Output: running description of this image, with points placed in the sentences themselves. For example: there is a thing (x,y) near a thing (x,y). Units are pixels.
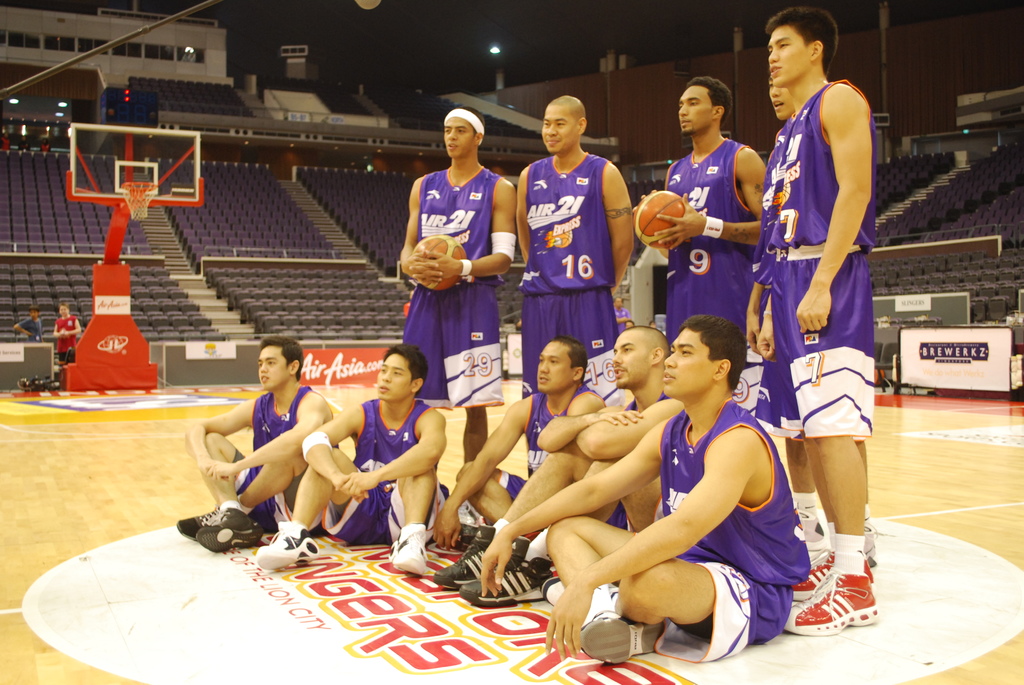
In this image there are group of persons (543,466) sitting and standing. In the background (51,203) there are empty chairs (298,232) and there is a basketball net (139,192) and there are persons (66,325) standing and there are boards (913,347) with some text (961,351) written on it.
